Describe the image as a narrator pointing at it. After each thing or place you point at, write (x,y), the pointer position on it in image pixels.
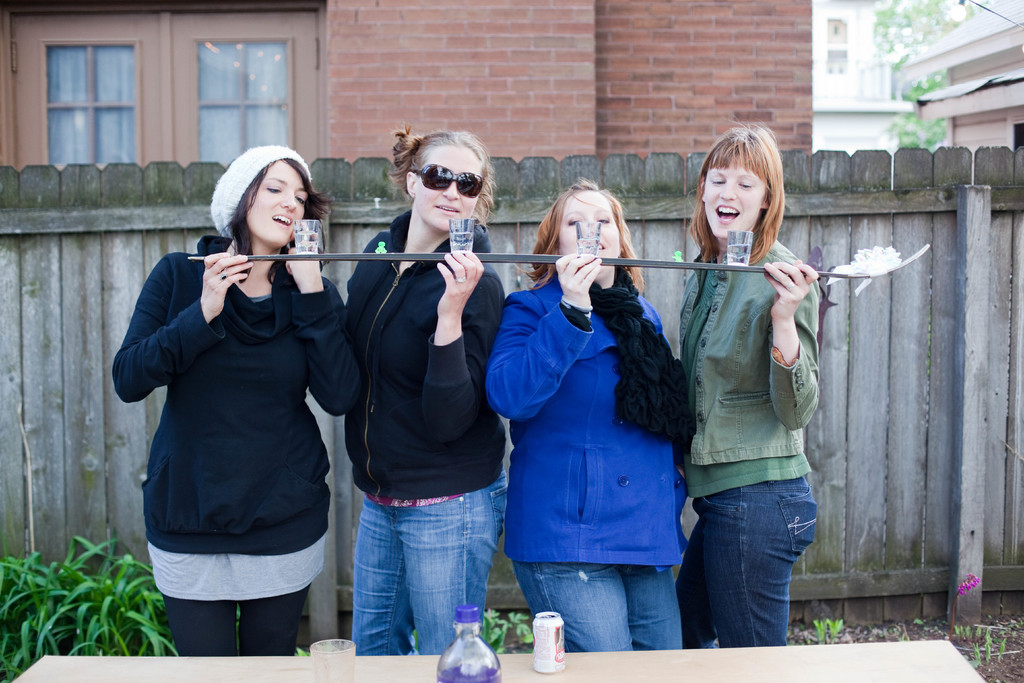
Here I can see four women (435,420) wearing jackets (427,392), standing and holding a stick kind of object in their hands (291,265). On this stick (444,256) there are four glasses (734,238) with water (741,255). These women (248,224) are looking at the glasses (471,226) and it seems like they are speaking. At the bottom (361,678) there is a table (746,675) on which a glass (328,653), bottle (474,648) and a coke-tin (548,641) are placed. At the back of these people (223,467) there are few plants (79,593) and a fencing (44,333). In the background (411,89) there are few buildings (870,31) and trees (888,26).
